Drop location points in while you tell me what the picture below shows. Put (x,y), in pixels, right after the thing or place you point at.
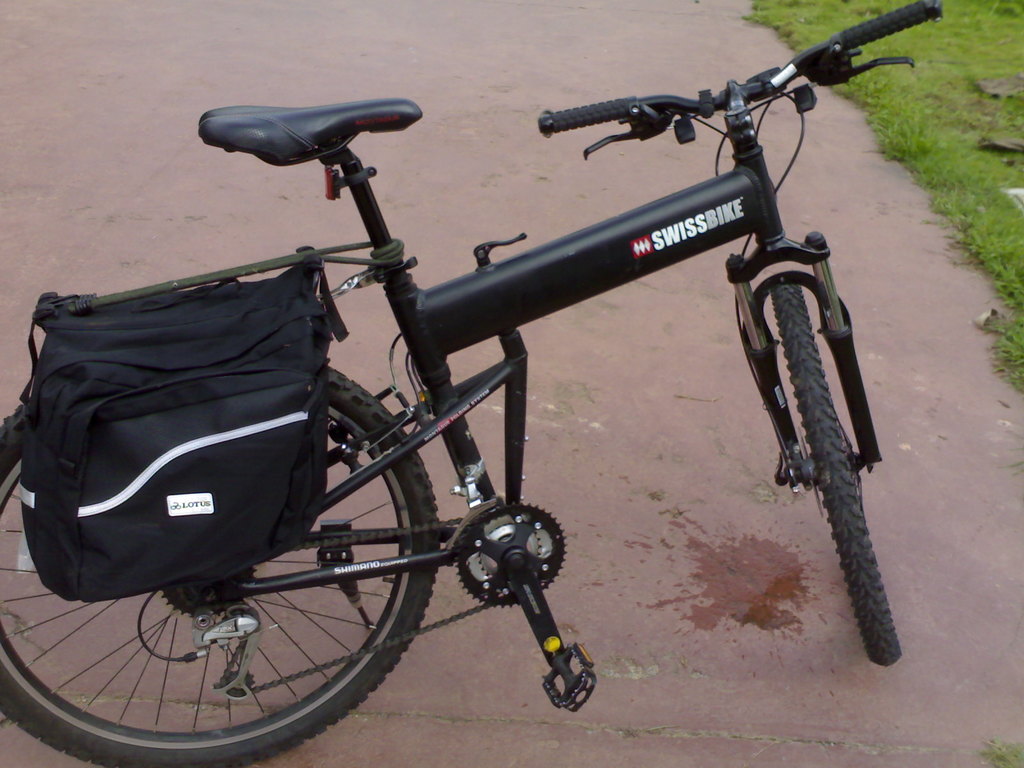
In this image, we can see bicycle (242,694) with bag (139,514) is parked on the path (764,697). On the right side (858,79) top corner, we can see the grass (917,80).
